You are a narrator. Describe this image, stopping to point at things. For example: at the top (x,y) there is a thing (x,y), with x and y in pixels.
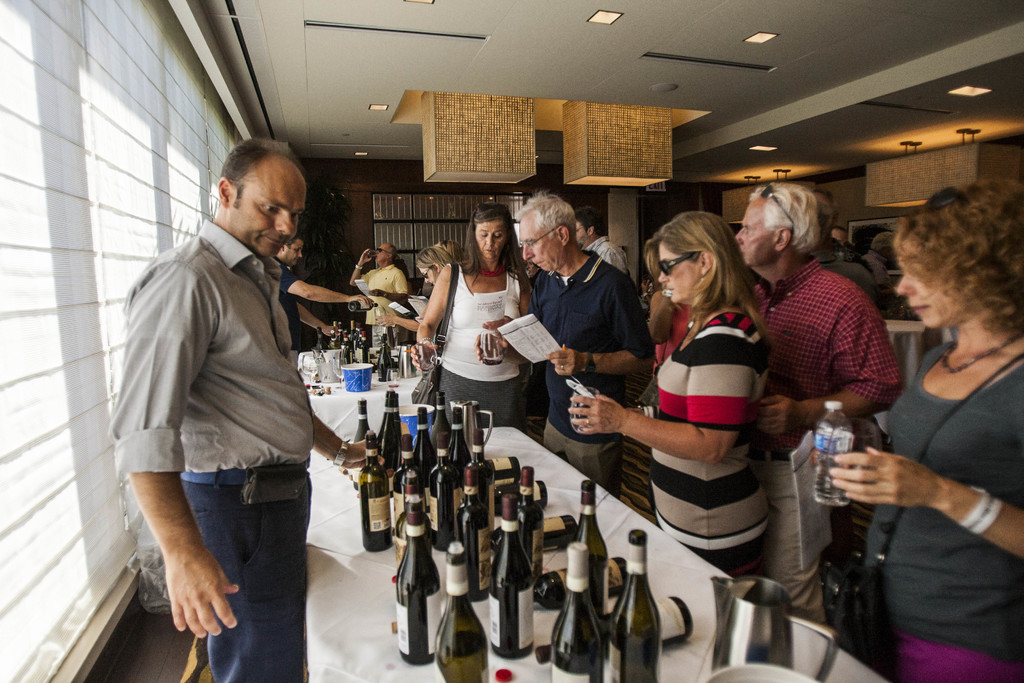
In this image we can see a group of people (586,435) standing near a table (640,518) containing some bottles (522,564), jar (742,621), a bowl (367,372) and some glasses (340,376). We can also see some people (706,361) holding the bottles (844,448), glasses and papers (548,342). On the backside (561,182) we can see a wall (358,234), ceiling lights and a roof (363,113).
